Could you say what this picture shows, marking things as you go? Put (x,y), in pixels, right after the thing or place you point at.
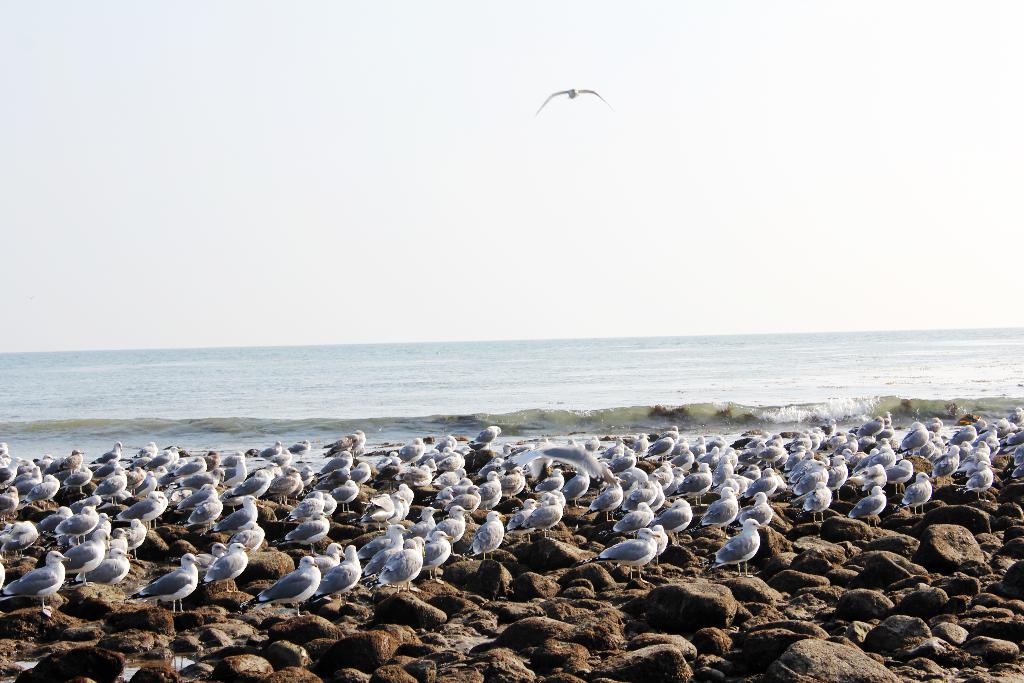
In this picture we can see a group of birds (568,500) on the ground (565,512) and in the background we can see a bird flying in the sky (492,179), water (478,393).
